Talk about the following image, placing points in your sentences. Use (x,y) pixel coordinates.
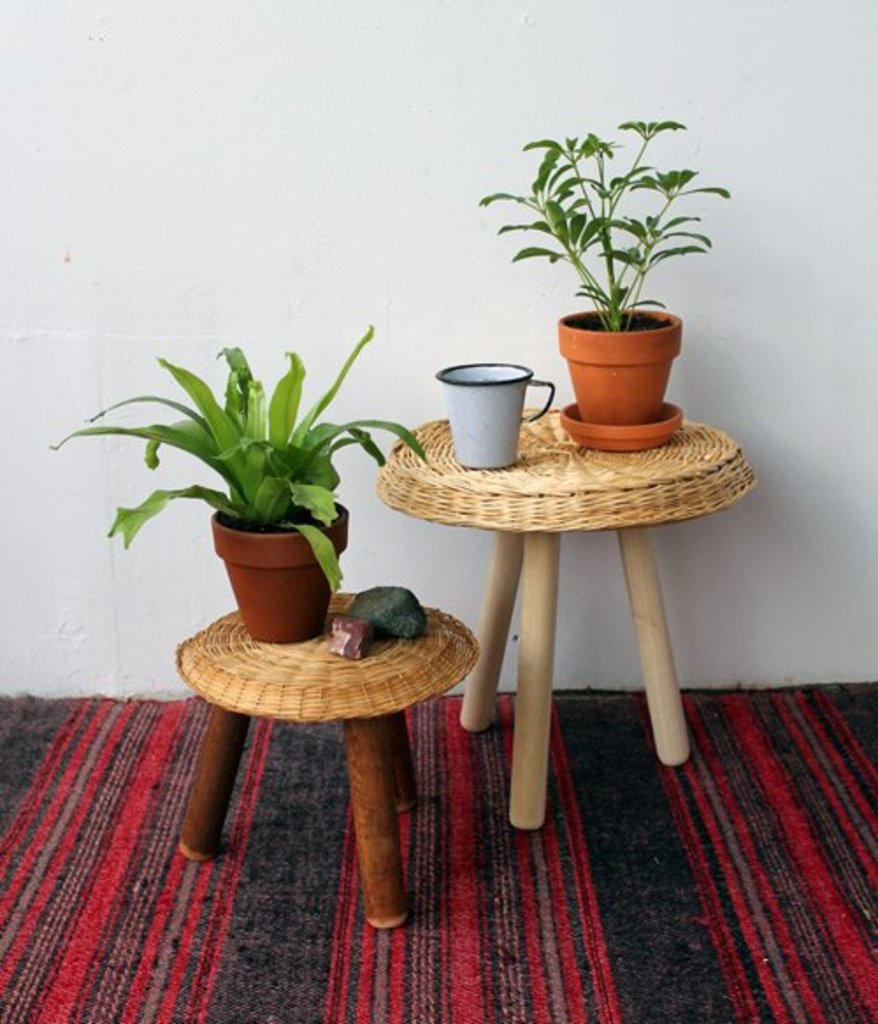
This picture shows couple of plants (148,400) on the tables (579,485) and we see a cup (452,404).
